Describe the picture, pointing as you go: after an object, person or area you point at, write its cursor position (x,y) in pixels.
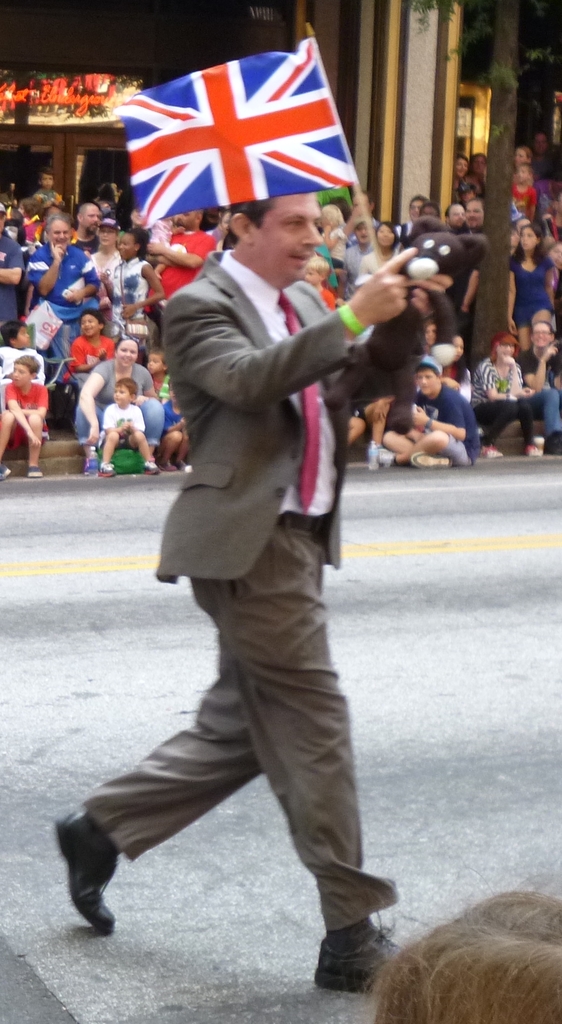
In the center of the image (274,450) we can see a man (237,759) walking with a flag (316,191) and teddy bear (375,362). In the background (367,402) there is a crowd (396,236) and building (17,76).
